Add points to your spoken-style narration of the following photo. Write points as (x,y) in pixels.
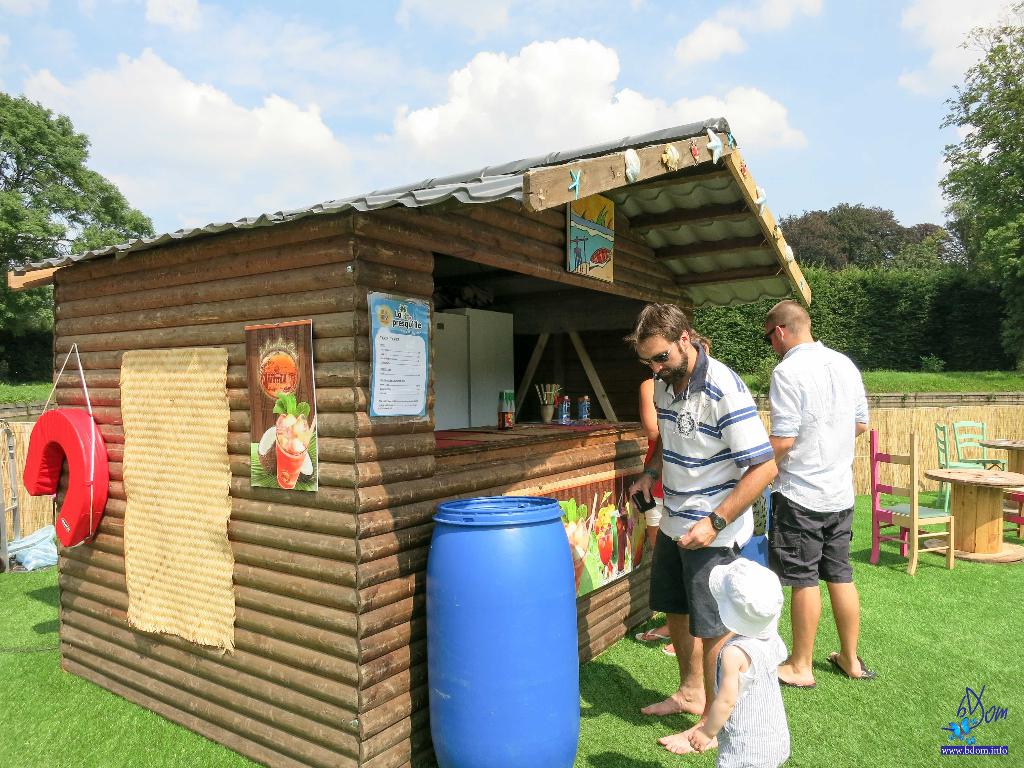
This is the picture of a place where we have some people (688,622) standing in front of the shed (598,352) to which there is a desk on which there are some things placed and also we can see some posters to the wall (59,322), chairs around the table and behind there are some plants (15,364) and trees (884,227).
